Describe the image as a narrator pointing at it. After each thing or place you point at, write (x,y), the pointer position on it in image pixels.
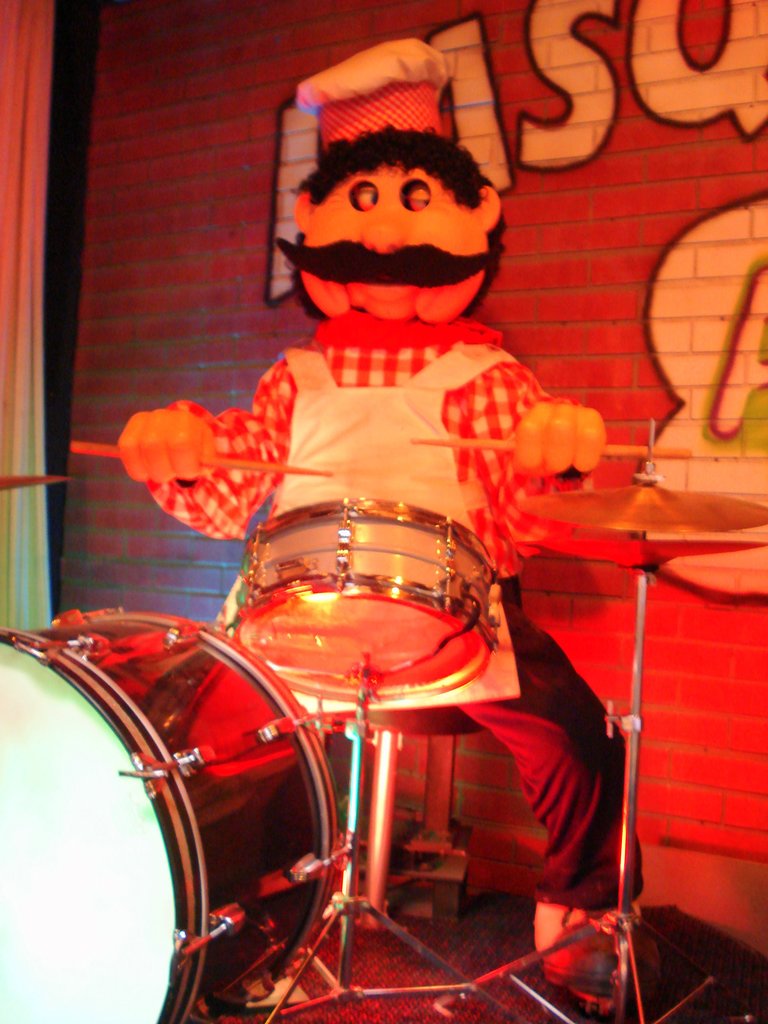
In this picture, we see a man (443,373) who is wearing a mascot costume (401,361) is holding the sticks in his hands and he is playing the drums (371,608). Behind him, we see a wall (159,257) which is made up of bricks (168,277). We see some text (604,139) written on the wall (724,350). On the left side (14,256), we see a curtain (37,137). This picture might be clicked in the musical concert.
